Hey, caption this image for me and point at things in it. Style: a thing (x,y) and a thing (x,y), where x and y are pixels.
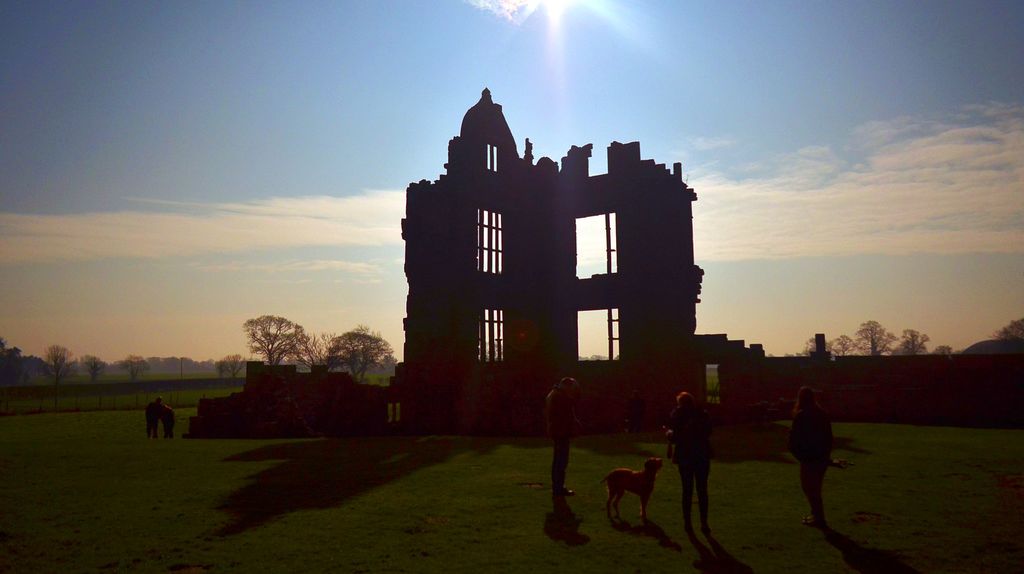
In this image there is a building (540,290) with fencing wall (845,367) on both the sides. There are few persons (172,418) standing on the grass (417,510) and there is also a dog (628,490) in this image. In the background (156,362) there are trees (920,346). At the top (345,127) there is a sky (292,170) with clouds (828,183). Sun (560,7) is also visible.
